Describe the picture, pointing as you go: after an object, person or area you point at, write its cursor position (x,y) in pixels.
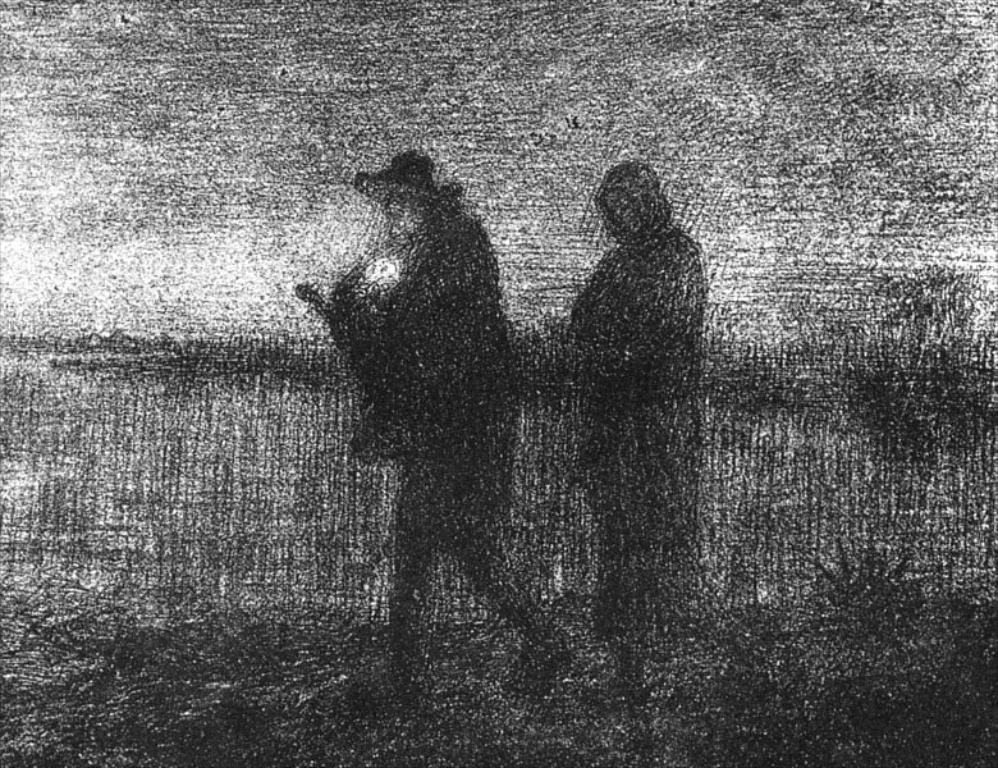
In this picture we can see two people (684,275) walking on the ground (355,693), grass (114,492) and in the background (24,81) we can see the sky (532,73).
